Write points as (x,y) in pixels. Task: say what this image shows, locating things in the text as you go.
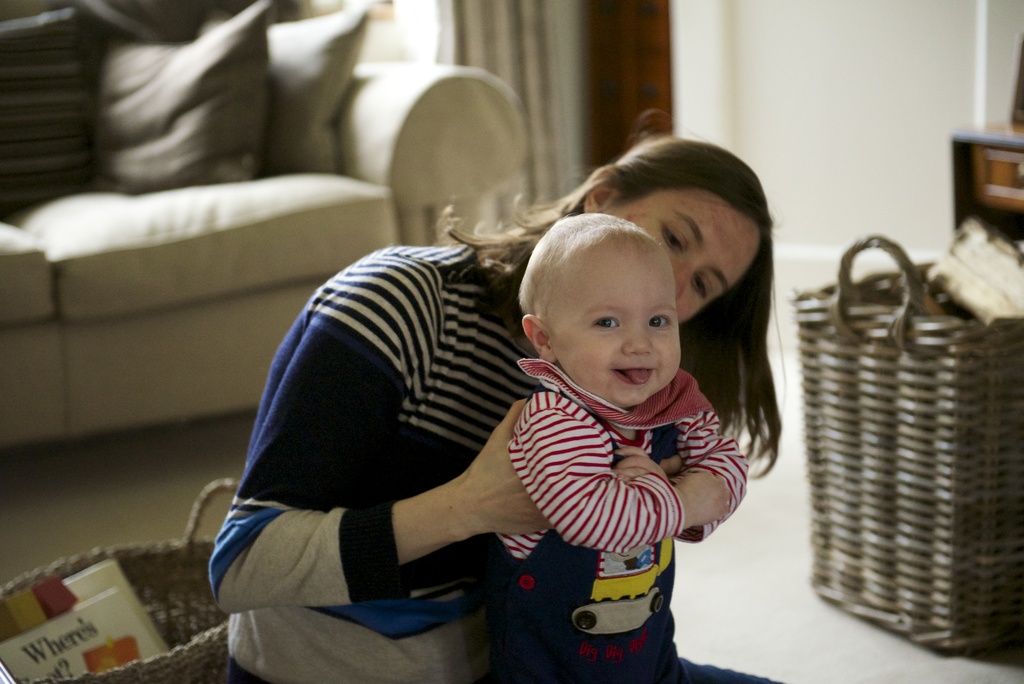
There is one women (507,421) holding a baby (544,492) as we can see at the bottom of this image (568,463). There is a basket (57,568) at the bottom left corner of this image (108,569) and on the right side of this image (937,411) as well. There is a wall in the background (846,165). There is a couch (127,188) on the left side of this image (207,221).
